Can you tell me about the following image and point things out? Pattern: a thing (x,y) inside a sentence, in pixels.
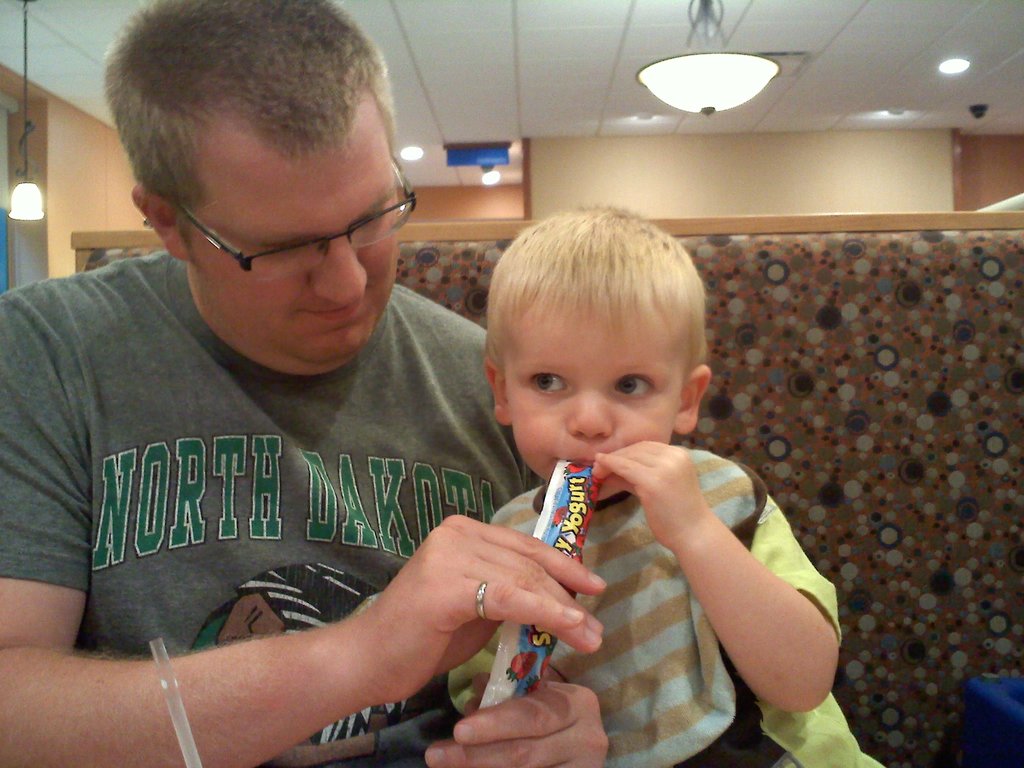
In this image we can see a man (415,532) sitting and holding a baby (676,677). He is feeding him. In the background (717,213) there is a wall (695,158). At the top (705,90) we can see lights (683,104).
